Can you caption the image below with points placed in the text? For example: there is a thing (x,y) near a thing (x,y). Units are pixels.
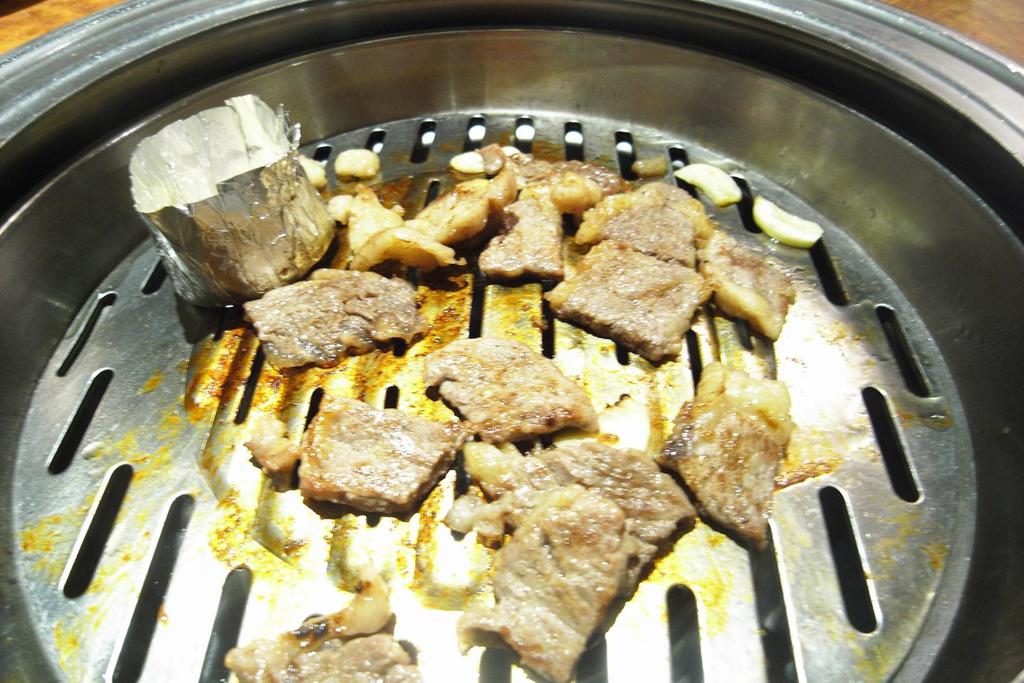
In this picture I can see an utensil (51,109) in front (95,667), on which I can see food (600,273) which is of brown color and I can see an aluminum foil paper (238,183).
